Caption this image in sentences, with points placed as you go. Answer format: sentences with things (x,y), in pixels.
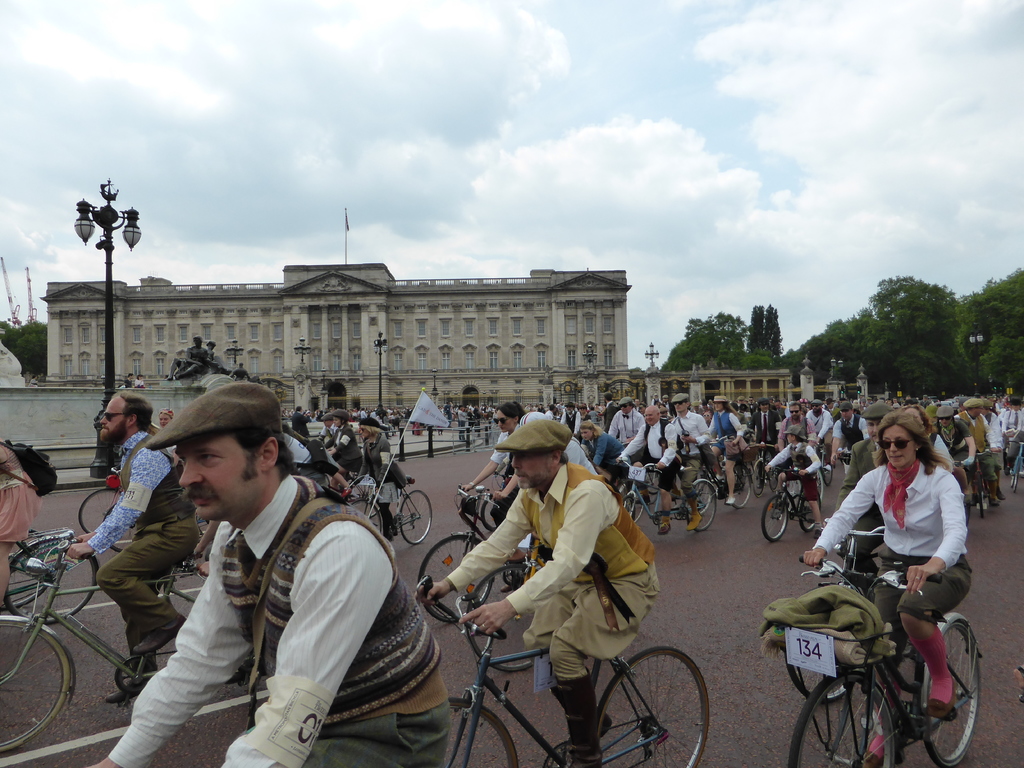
In this picture many people (609,452) are cycling. In the background (421,329) there is a building (346,334). And there is a cloudy sky (644,172). And to the right corner (917,329) there are some trees (886,352). And to the left (108,245) there is a pole (100,220) with the lamps (127,229).
